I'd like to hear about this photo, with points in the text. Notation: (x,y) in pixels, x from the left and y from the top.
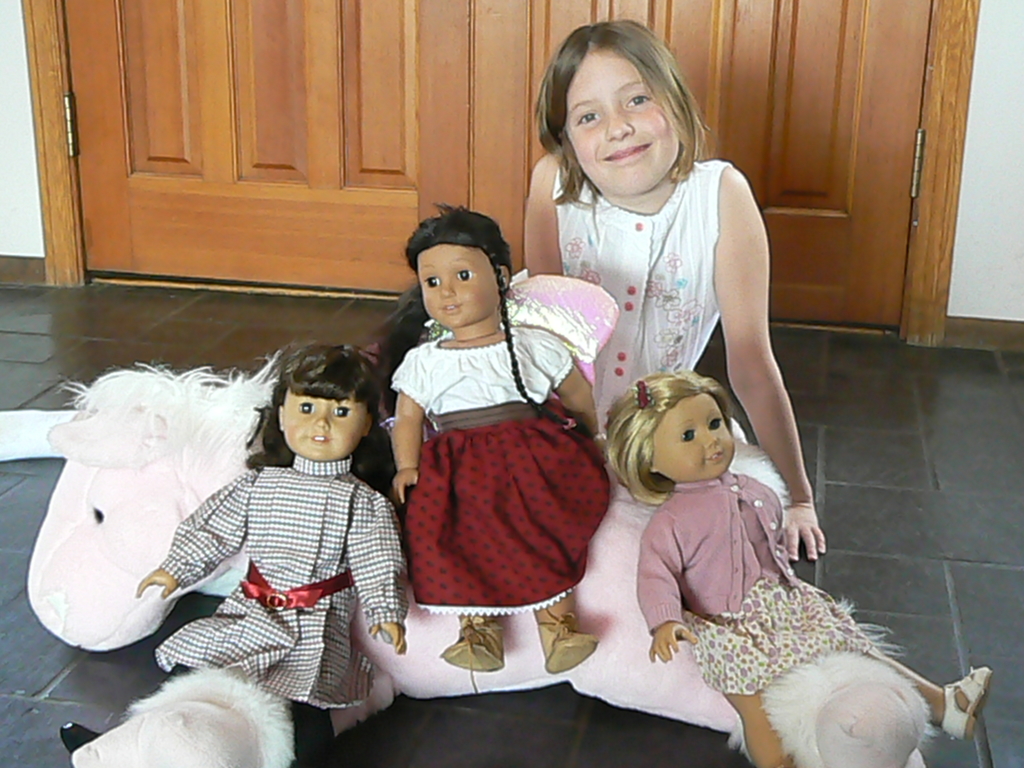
In this image I can see a girl (685,291) wearing white colored dress (664,279) is sitting on the ground (923,492) which is black in color and I can see a pink colored horse toy (136,519) and on the horse toy (167,513) I can see three girl dolls (441,487). In the background (992,277) I can see the white colored wall (994,249) and the door (834,142) which is brown in color.
